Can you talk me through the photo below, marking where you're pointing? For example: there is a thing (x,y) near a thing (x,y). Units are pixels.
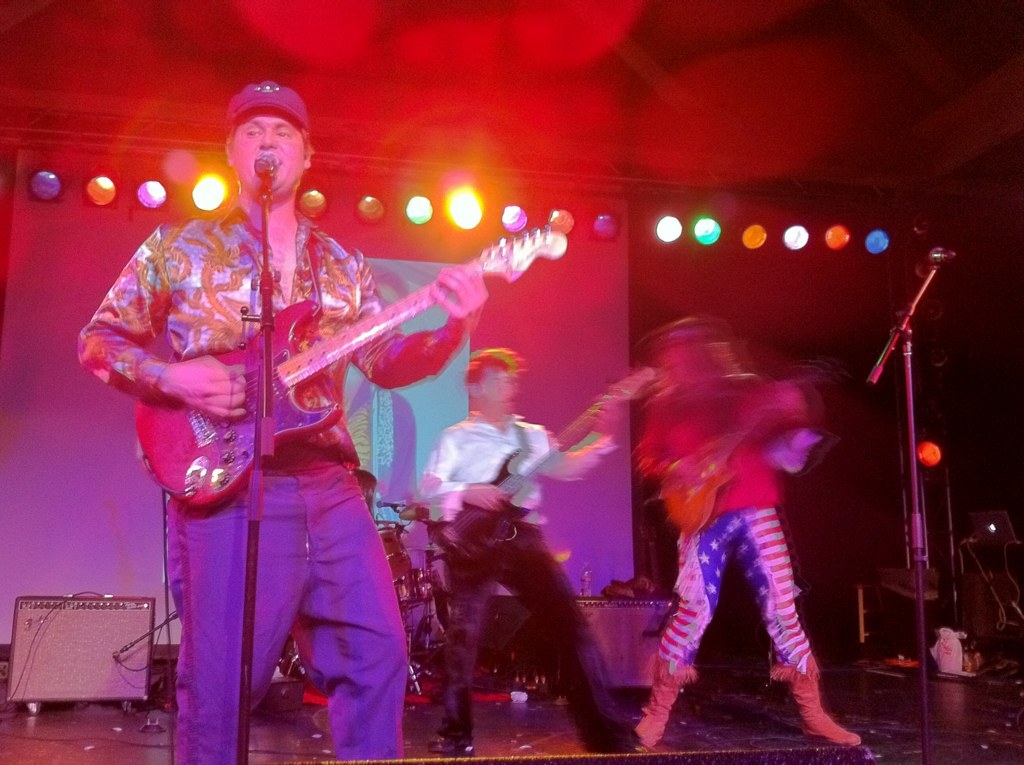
In this picture we can see three people (273,246) holding guitars (692,476) with their hands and standing on the floor (790,738). In front of them we can see mics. In the background (464,354) we can see drums (389,525), speaker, screen (577,553), lights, some objects (993,539) and it is dark.
